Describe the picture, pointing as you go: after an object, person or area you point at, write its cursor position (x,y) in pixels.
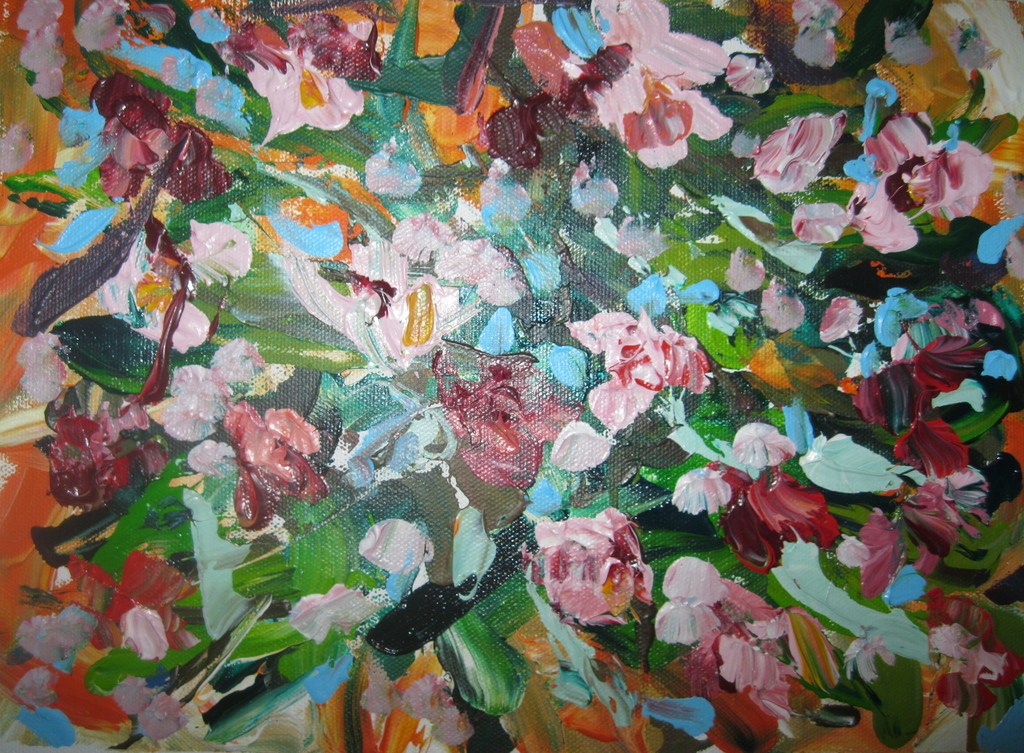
In this image I can see painting (426,359) of something. The painting (405,398) has different colors.
